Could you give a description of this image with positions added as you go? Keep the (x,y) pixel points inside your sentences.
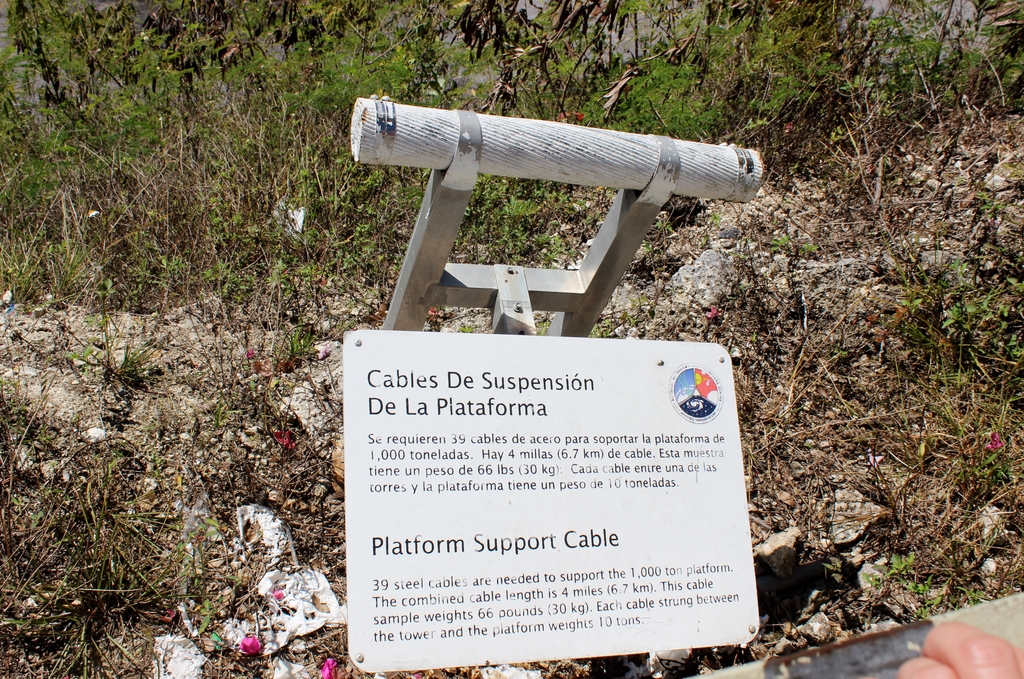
In this image there is a board (678,387), on that board (587,448) there is some text (529,458), in the background (165,106) there are plants (222,304) on soil (934,238).
